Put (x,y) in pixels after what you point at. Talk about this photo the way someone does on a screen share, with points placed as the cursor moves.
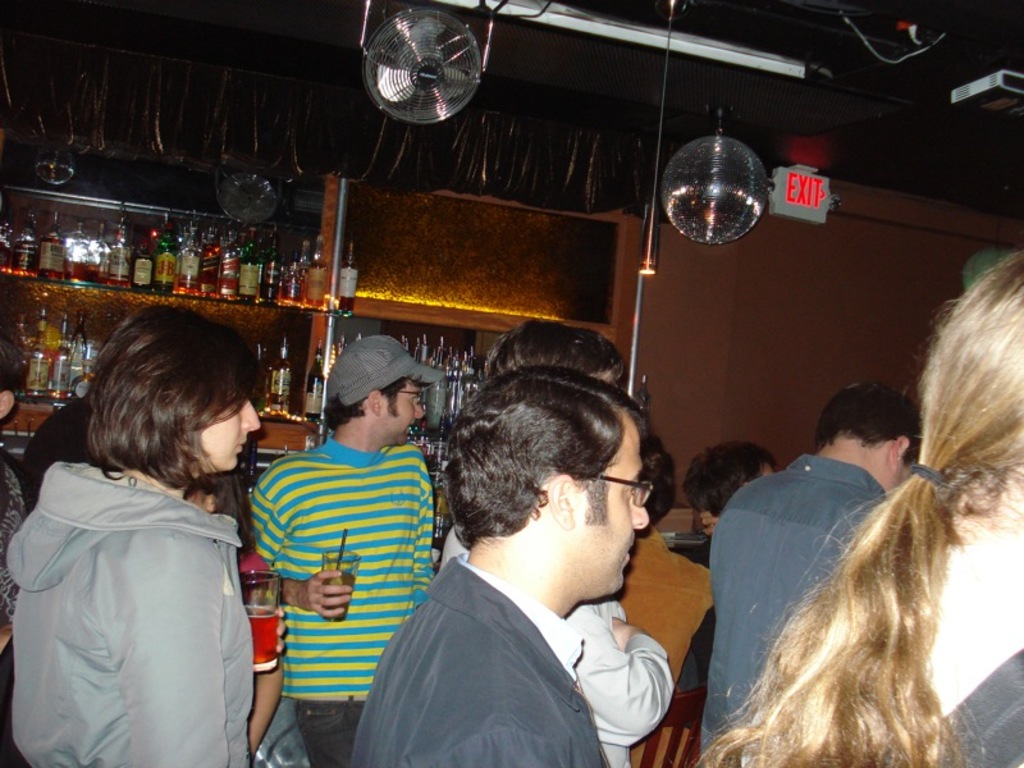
Here in this picture we can see a group of people (410,467) standing over a place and some of them are holding glasses (249,607) in their hands (300,594) and some are wearing jackets (666,576) and caps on them and behind them we can see racks (89,316) full of alcohol bottles (46,344) present and at the top (416,88) we can see a fan (444,72) present and we can also see a disco ball (710,138) present.
